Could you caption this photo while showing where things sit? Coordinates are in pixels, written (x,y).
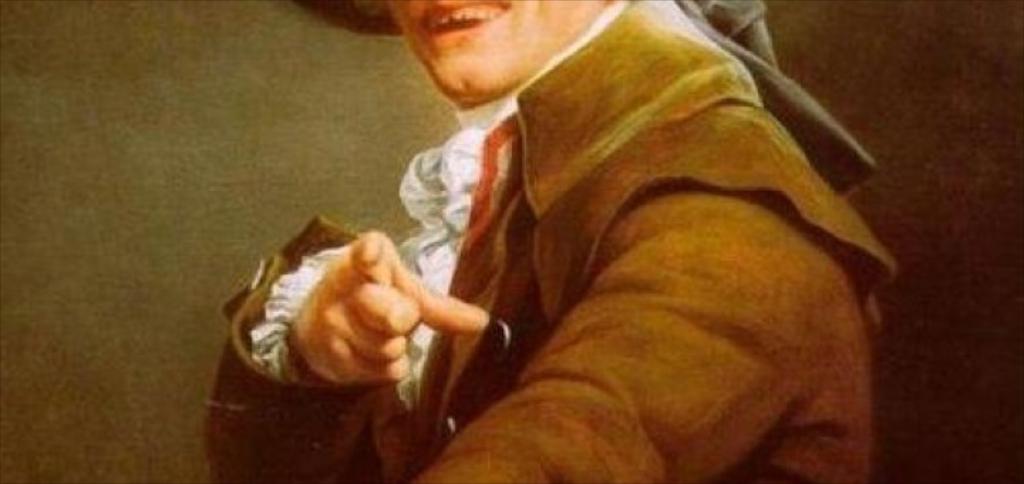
In this picture we can see a person (816,279) and wearing a jacket (736,264).
